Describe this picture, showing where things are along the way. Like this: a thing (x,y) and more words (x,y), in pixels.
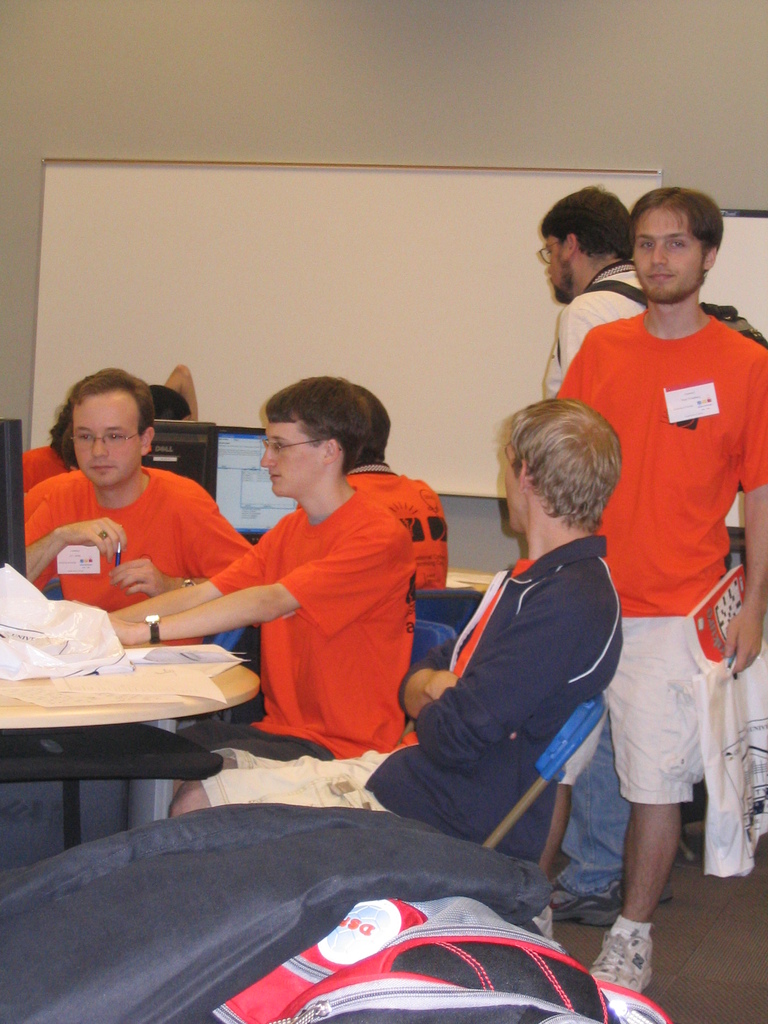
This picture is clicked inside the room (166,26). In the center (415,564) we can see the group of persons (41,447) wearing t-shirts (329,565) and sitting on the chairs (413,651) and we can see there are some objects (77,658) placed on the top of the table (196,712). In the foreground (261,861) we can see there are some objects (502,966) placed on the ground (699,972). On the right (671,518) we can see the group of persons (674,356) standing and we can see a book (730,592), backpack (740,319) and the electronic devices (248,451). In the background (282,26) we can see the wall (344,124) and the white color objects (410,278) which seems to be the boards (428,351) and we can see some other objects (259,488).
